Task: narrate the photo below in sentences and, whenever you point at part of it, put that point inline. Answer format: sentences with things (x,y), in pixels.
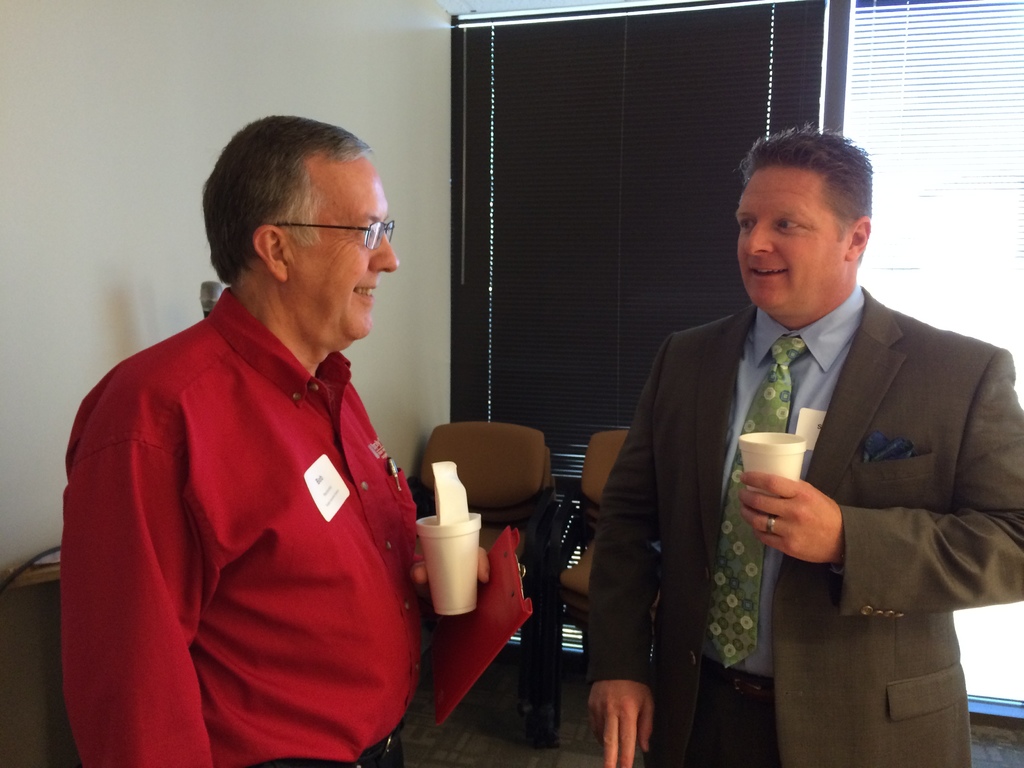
In this image there are two persons (389,505) standing and smiling by holding the glasses (435,543), and in the background (545,488) there are chairs (545,488), window shutters (567,483), wall (78,190).
